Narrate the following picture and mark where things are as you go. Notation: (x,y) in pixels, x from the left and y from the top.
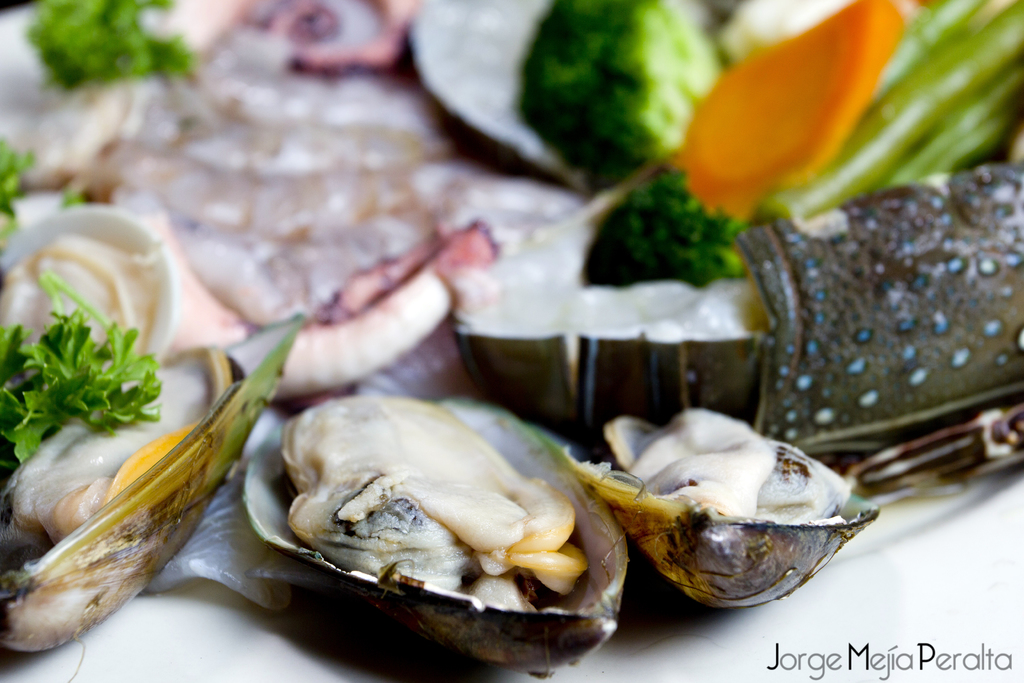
In this picture we can see a group of food items (367,190) on a platform (25,75).
